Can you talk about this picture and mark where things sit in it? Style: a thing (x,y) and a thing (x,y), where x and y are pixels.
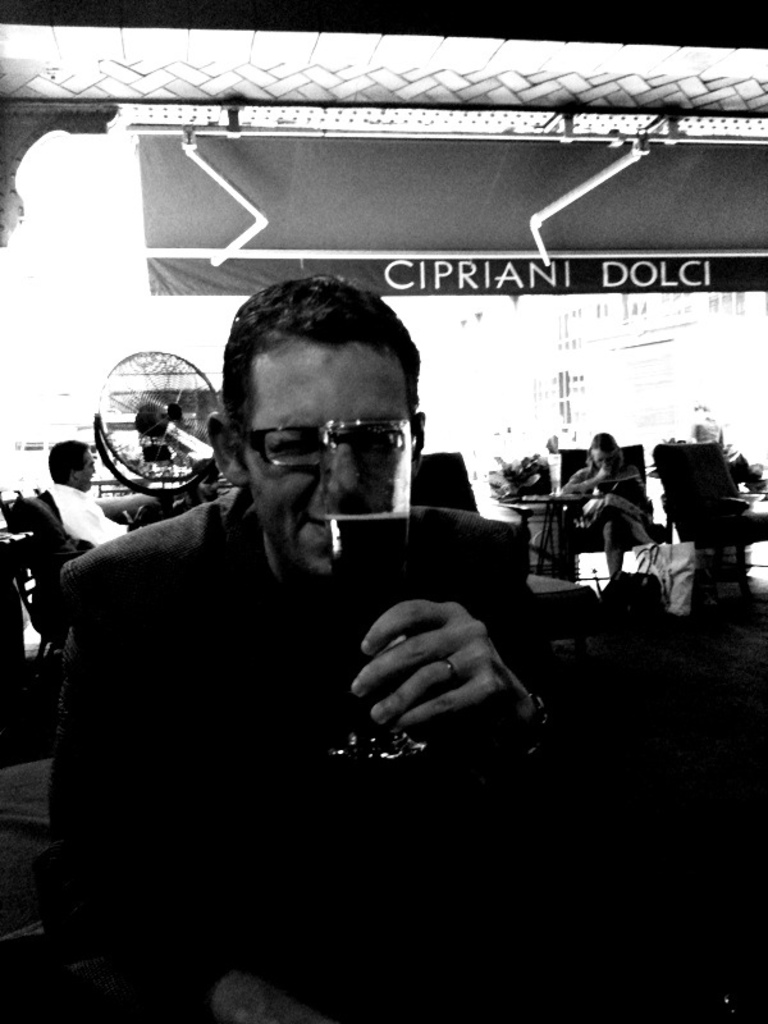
In this image we can see a man (315,670) sitting and holding a glass tumbler (395,563) in his hand (407,656). Other than this we can also see an advertisement (394,192), table fan (127,405) and persons (64,455) sitting in the chairs (38,500).
